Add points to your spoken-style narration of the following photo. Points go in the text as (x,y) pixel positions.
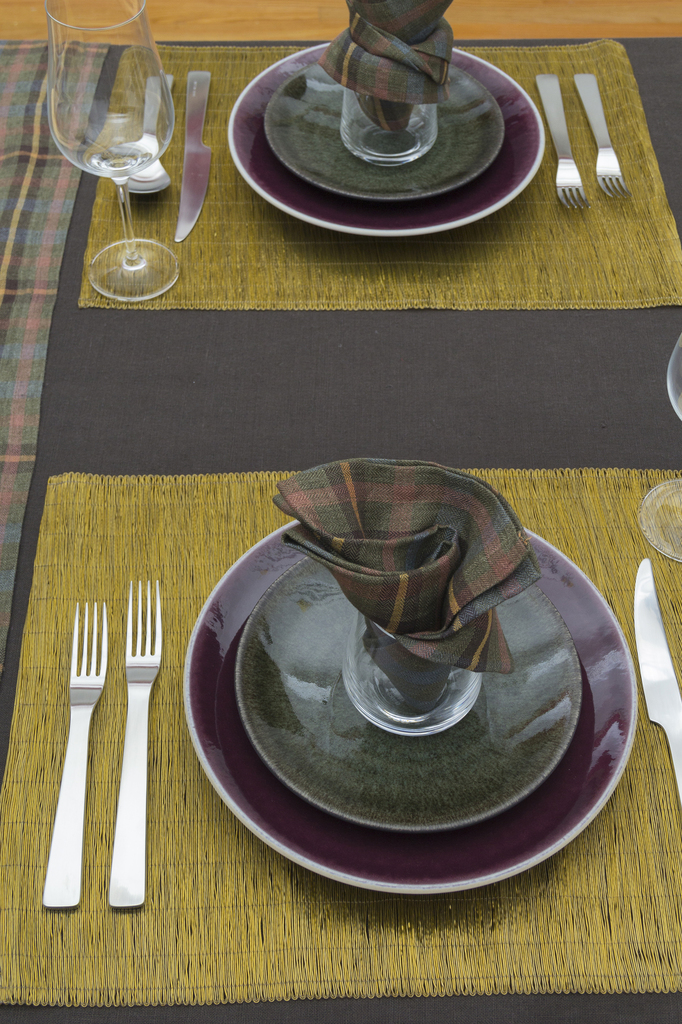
In this image there is a table (92,332), on that table (188,276) there are four plates (285,203), in that plates (388,235) there are two glasses (378,110), beside the plates (205,698) there are forks (141,707) and knives (651,676) and there are glasses (169,273).
